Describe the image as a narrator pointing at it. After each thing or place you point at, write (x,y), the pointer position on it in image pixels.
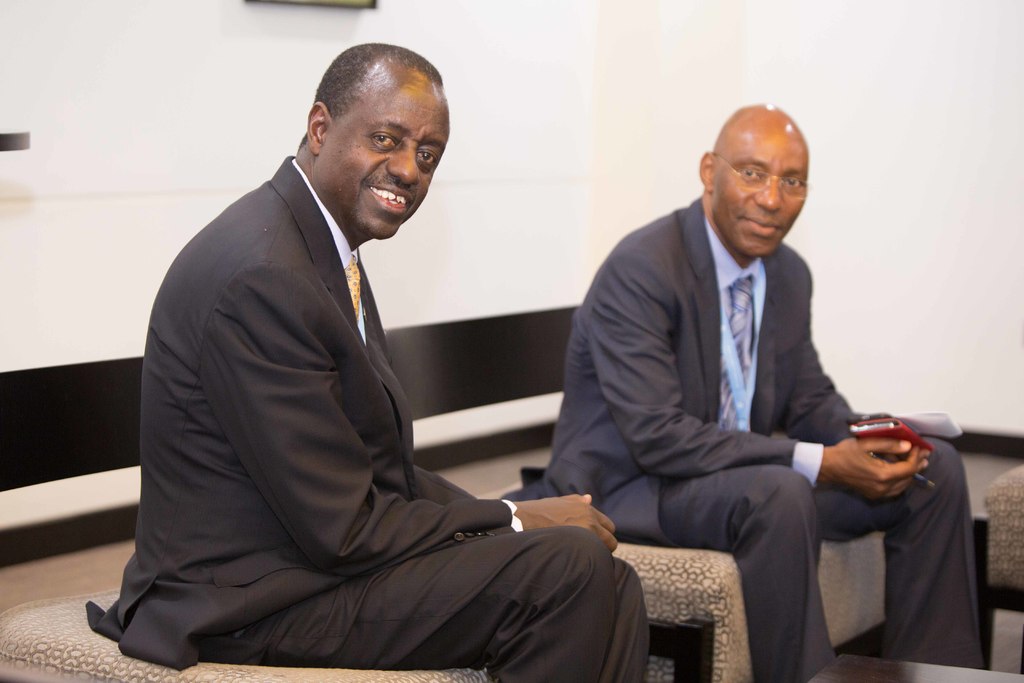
In this image we can see two persons (617,398) sitting. Person (590,394) on the right side (751,251) is wearing specs (749,182). And he is holding a mobile (857,429). In the back (621,129) there is a wall (227,164).
